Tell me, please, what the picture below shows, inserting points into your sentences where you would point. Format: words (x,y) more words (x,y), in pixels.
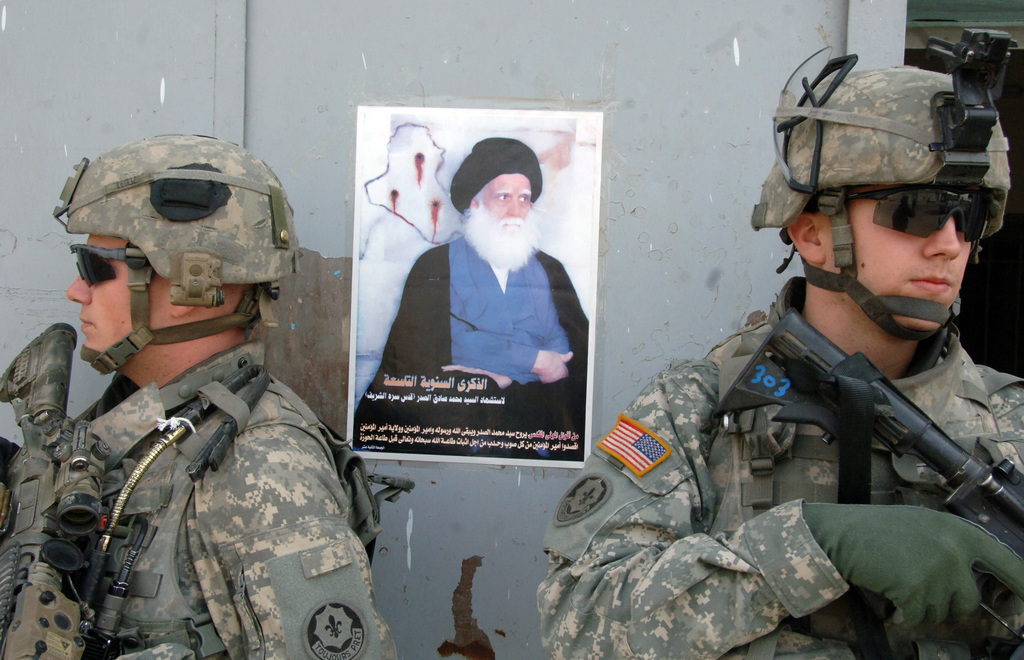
In this picture there are two men (339,566) towards the left (169,425) and right. Both of them are wearing uniforms (797,575), helmets (115,234), spectacles (117,259) and holding guns (890,432). In the middle of them, there is a wall (552,471). On the wall (532,483), there is a poster (477,323) of a man (471,326). He is wearing a blue dress (512,308). On the poster (399,399) there is some text (401,438).
